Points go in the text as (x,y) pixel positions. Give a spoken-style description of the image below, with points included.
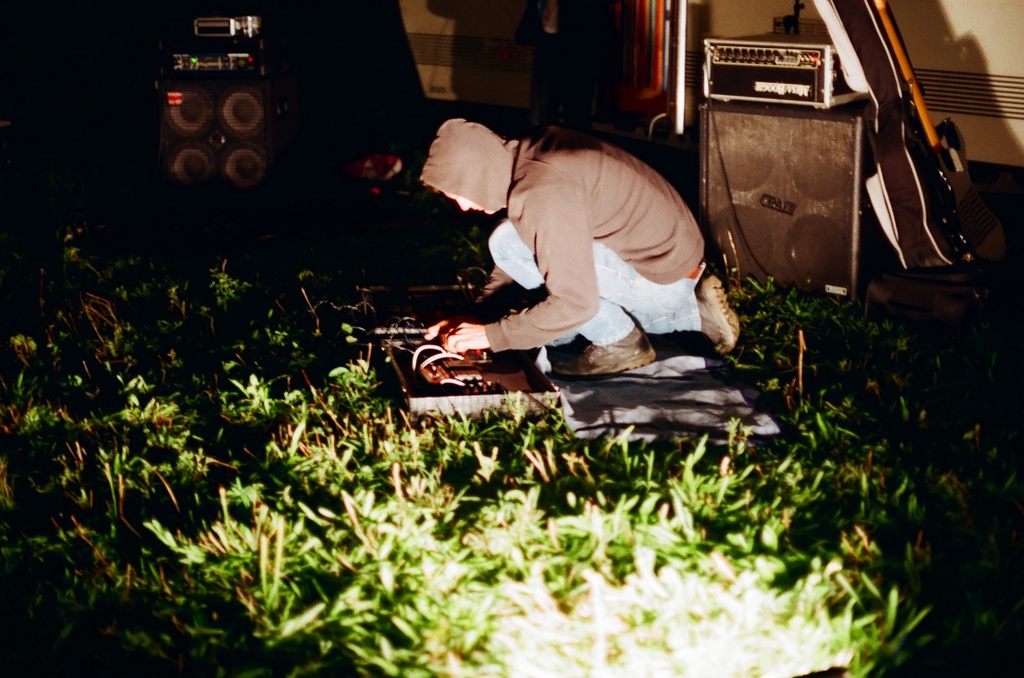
In this picture we can see a man (562,291) on the grass (686,444), beside him we can find speakers (741,269), guitar (925,139) and few musical instruments (232,43).
